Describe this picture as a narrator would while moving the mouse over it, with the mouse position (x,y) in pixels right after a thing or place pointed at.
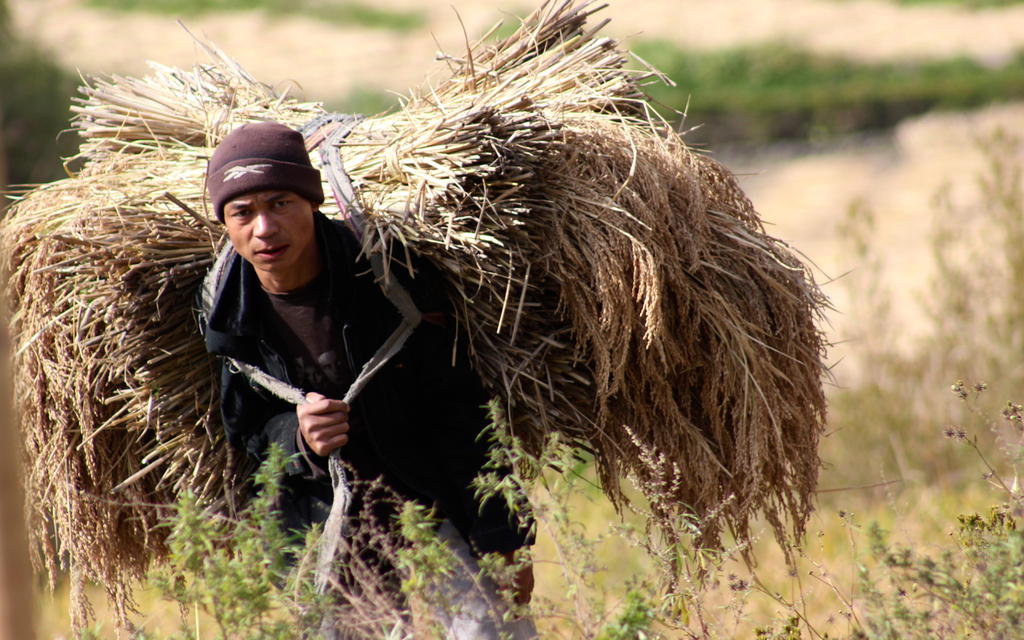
Background (1009,10) portion of the picture is blur. In this picture we can see a man (427,422) wearing a cap (297,131), jacket (365,301). He is carrying bunch of plants (573,107) which are tied together with a rope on his shoulder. At the bottom portion of the picture (882,626) we can see the plants (968,586).
